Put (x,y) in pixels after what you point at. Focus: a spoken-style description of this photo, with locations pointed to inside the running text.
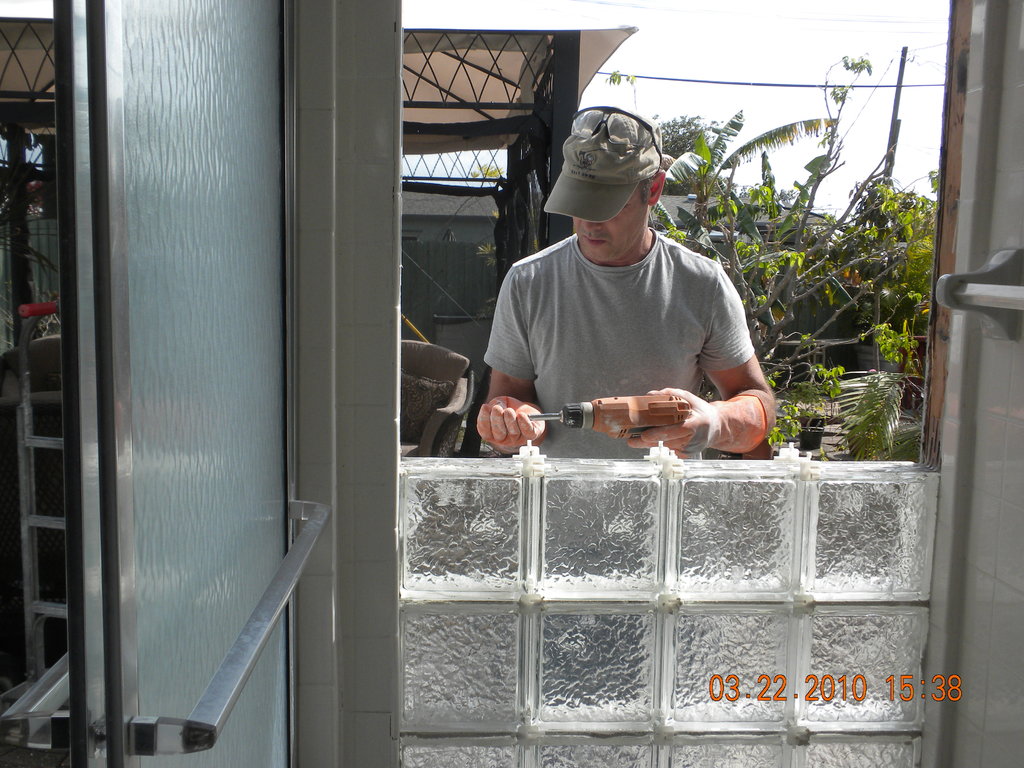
In this picture there is a man (713,298) in the center of the image (566,371), by holding a tool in his hand (502,406) and there is a door (166,39) on the left side of the image (274,163) and there is a roof (559,45) and trees (677,167) in the background area of the image (674,197) and there are glass bricks (543,515) at the bottom side of the image (469,755).
